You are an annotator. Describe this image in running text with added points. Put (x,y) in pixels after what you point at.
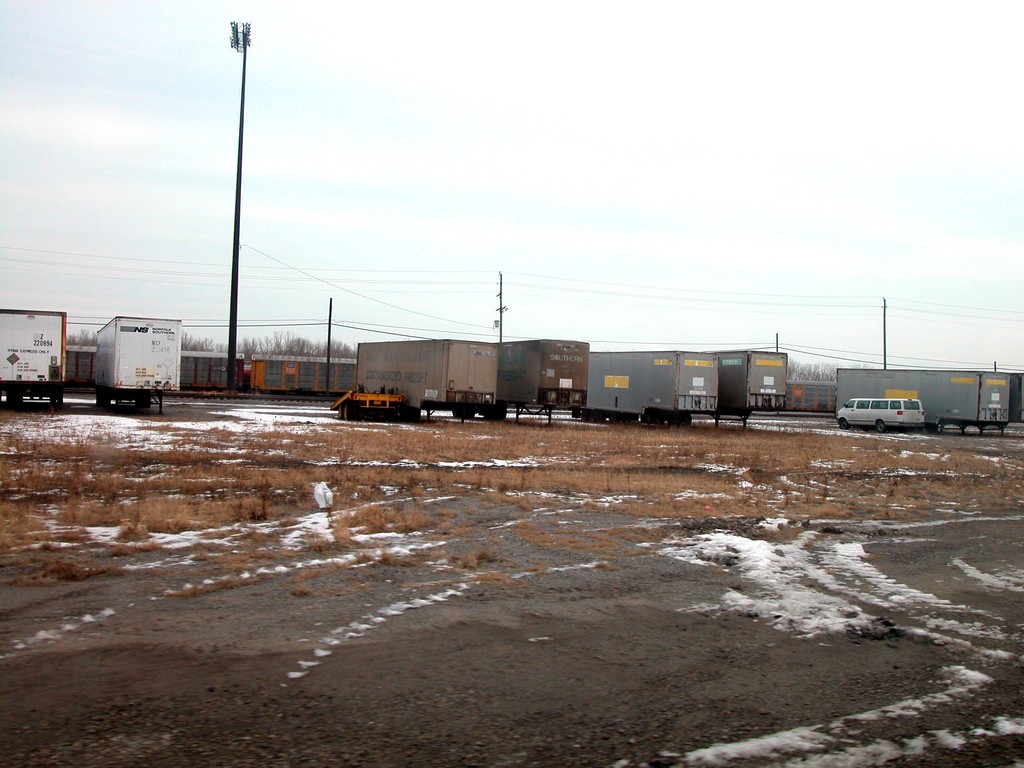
In this image there is dry grass (793,503) on the ground (522,523) which is in the center (432,490). In the background (447,379) there are vehicles (638,374), poles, trees (267,346) and there is a train (311,393) and the sky (383,164) is cloudy.
